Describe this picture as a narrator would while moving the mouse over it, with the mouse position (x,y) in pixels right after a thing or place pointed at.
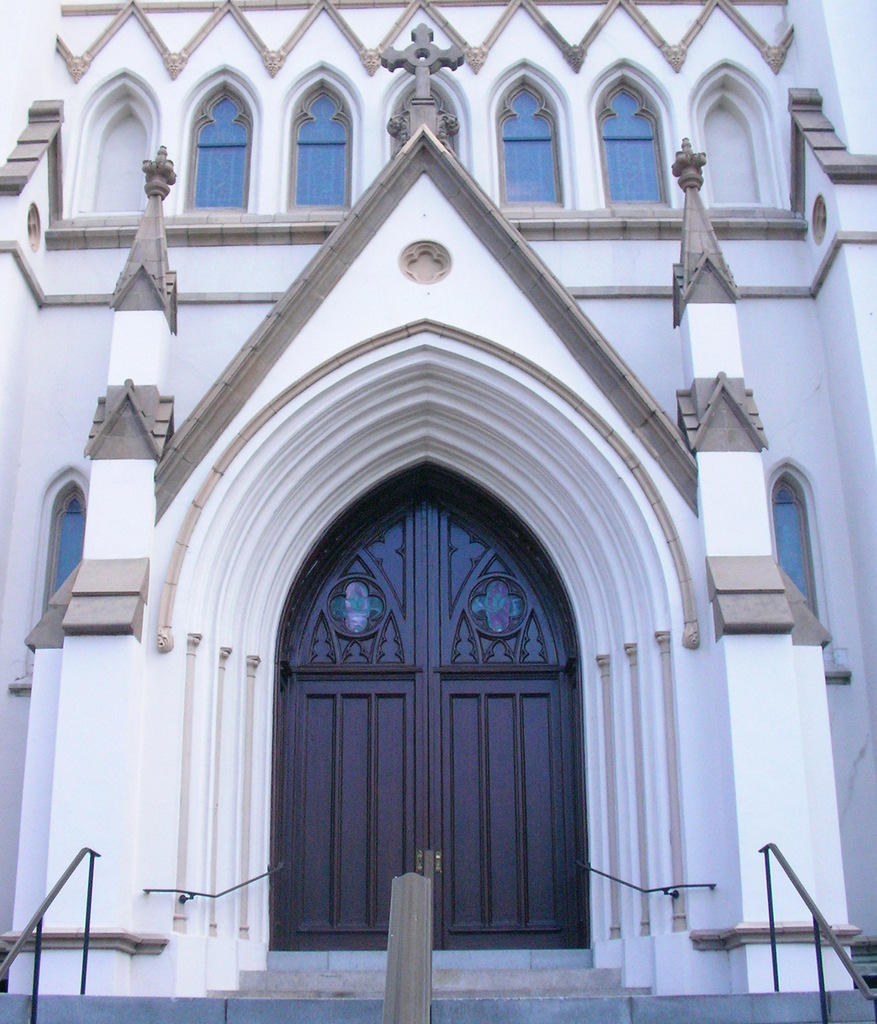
In this image I can see the building (521,223) in white and cream color. In front (521,778) I can see the door (486,794) in brown color, few stairs (214,1007) and I can also see the railing (86,959).
